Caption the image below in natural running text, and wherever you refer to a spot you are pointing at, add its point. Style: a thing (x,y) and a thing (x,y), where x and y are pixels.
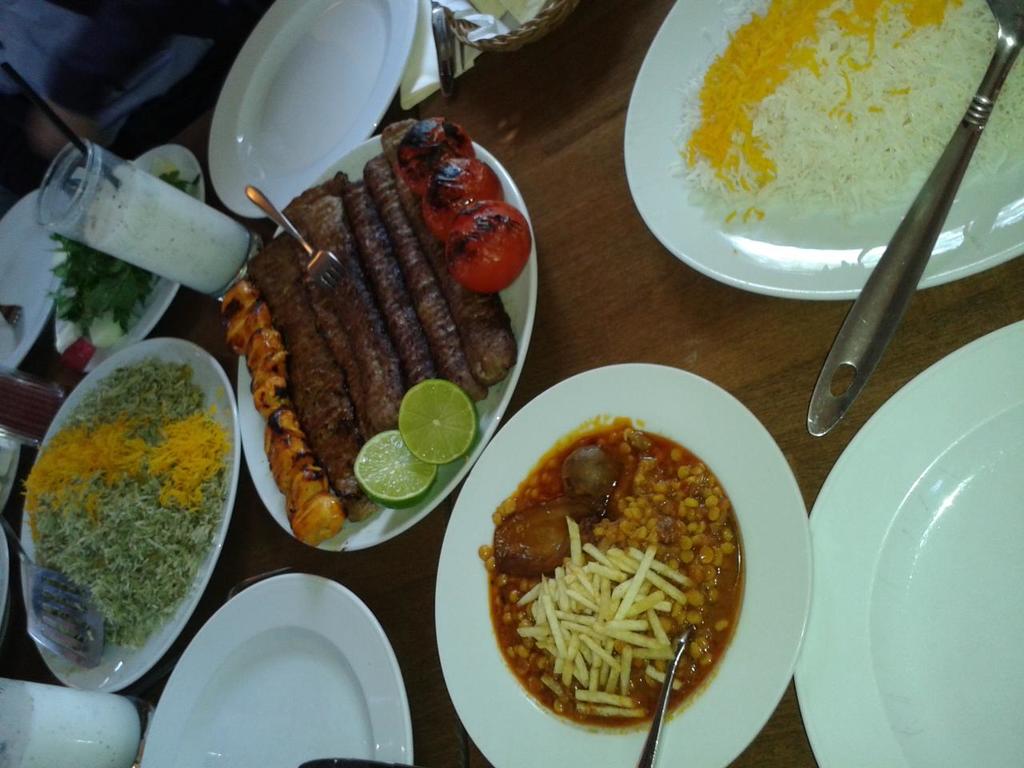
In this image I can see the brown colored table (646,312) and on it I can see number of plates (720,260) which are white in color, few spoons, two glasses (173,213), a wooden basket (529,30) with few objects (485,36) in it and in the plates (500,172) I can see few food items (338,318) which are green, yellow, brown, black, red, cream and orange in color.
